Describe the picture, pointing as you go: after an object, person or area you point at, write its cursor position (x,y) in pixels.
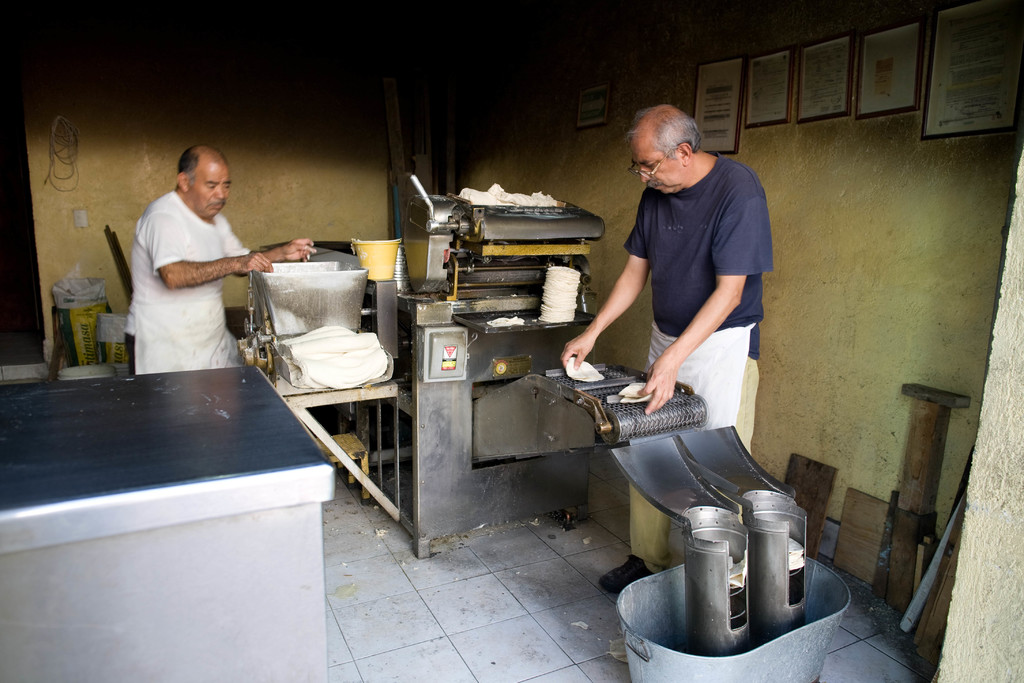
On the left (182,392) there is a table (165,443). on the right (995,557) it is wall (1009,500). In the middle of the picture (665,355) we can see two persons (178,278), machinery (506,309), bucket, food item (520,195) and various objects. In the background (576,58) it is wall (524,79), to the wall (39,153) we can see frames (892,69), cable (53,135).
